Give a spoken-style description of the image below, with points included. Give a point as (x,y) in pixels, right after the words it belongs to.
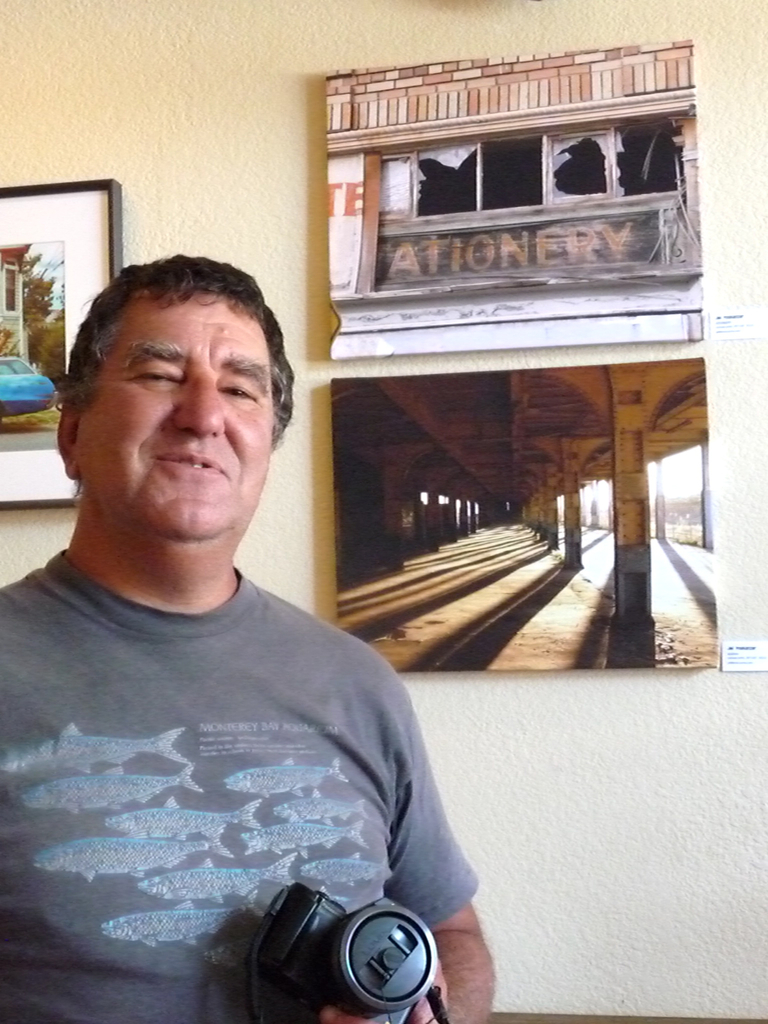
In this picture we can see man (390,670) holding camera (301,993) in his hand (413,1023) and smiling and in background (228,187) we can see wall (267,163) with frames (17,226), photos (474,549).
